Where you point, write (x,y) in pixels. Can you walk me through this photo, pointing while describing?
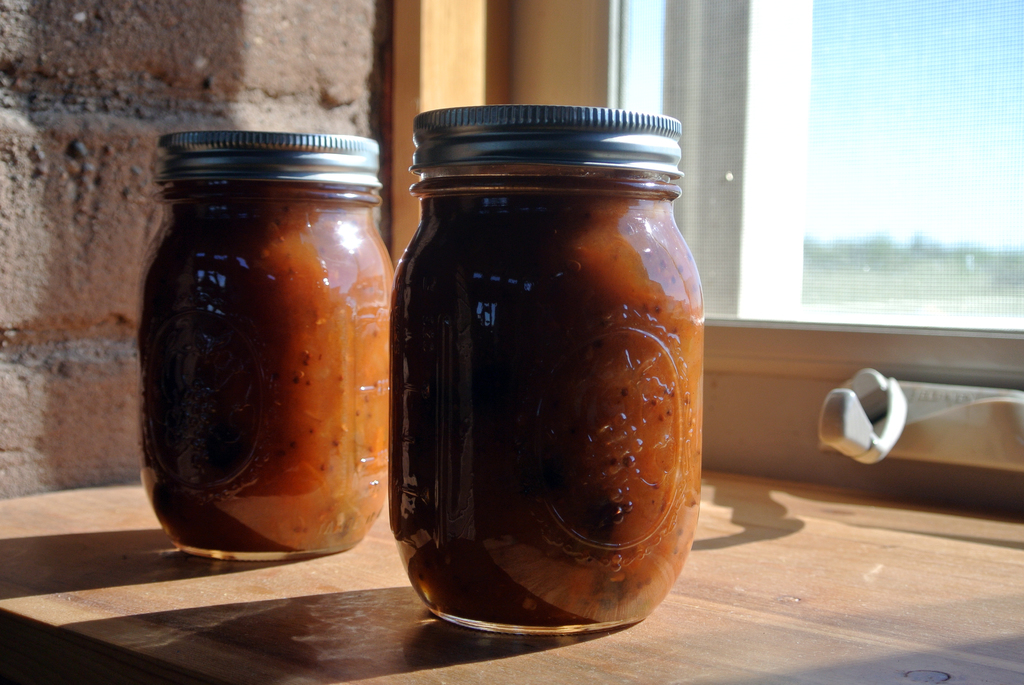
In this image we can see jars (349,379) placed on the table (372,639). In the background (128,297) there is a wall (143,157) and a window (699,141).
